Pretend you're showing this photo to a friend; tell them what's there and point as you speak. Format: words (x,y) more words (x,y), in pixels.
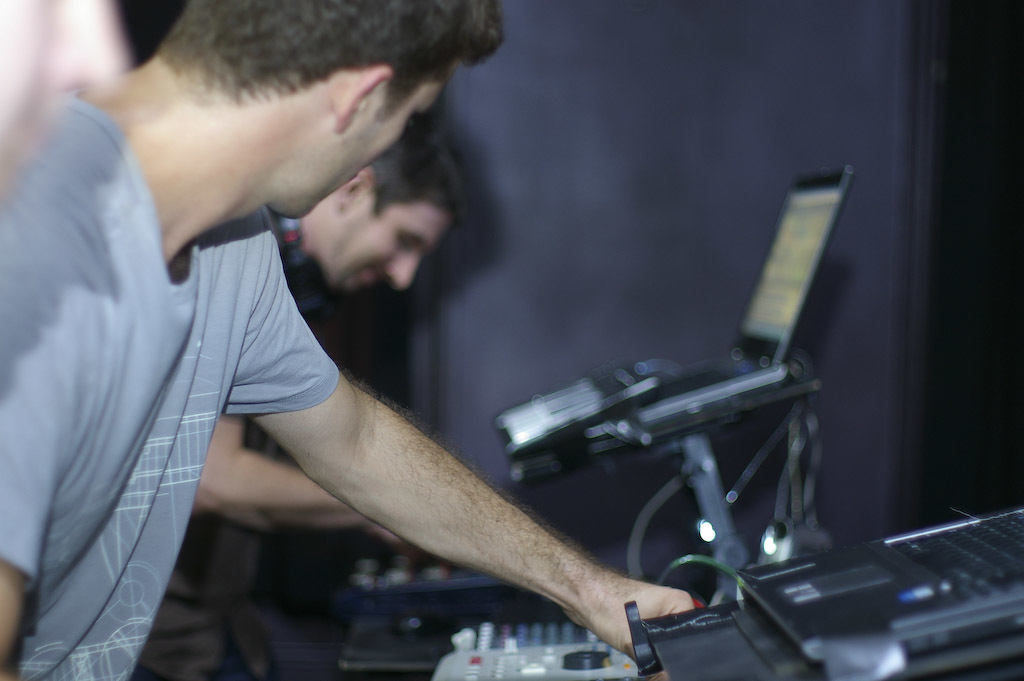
In this image in the front there are persons (278,306) and there are musical instruments (467,680) and there are laptops (963,580). In the background (632,157) there is a wall (595,141).
